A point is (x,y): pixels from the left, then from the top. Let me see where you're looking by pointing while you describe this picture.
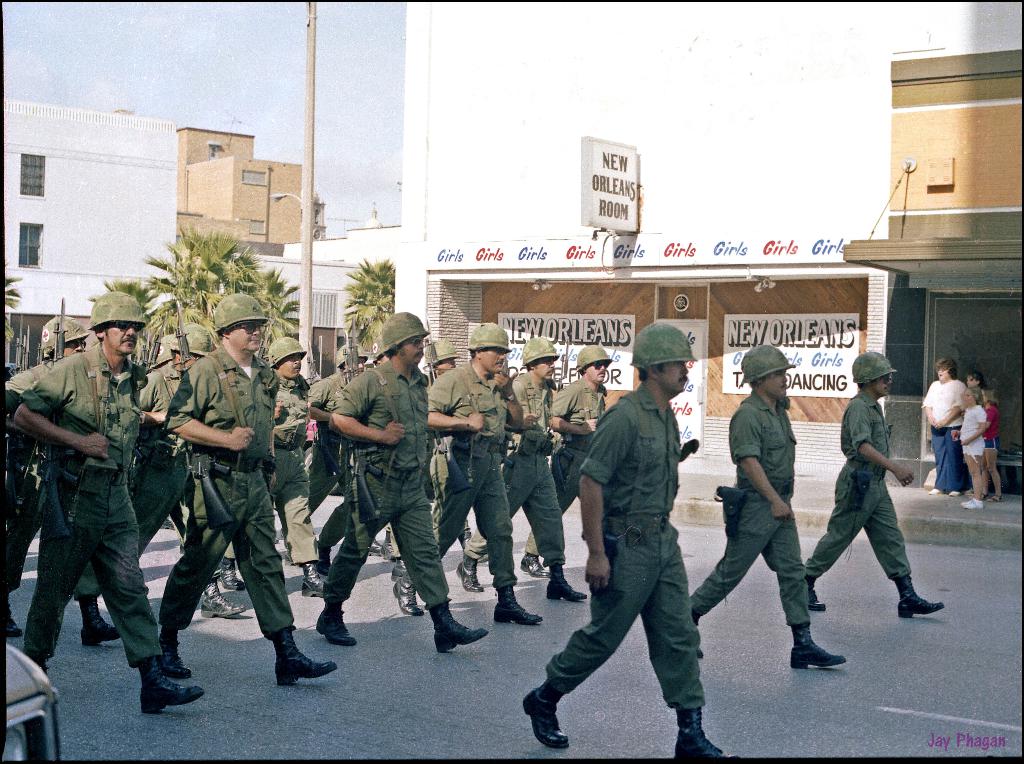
In this image, we can see a group of people (604,590) in a military dress (333,599) are walking on the road (925,738). Right side (985,735) bottom corner, we can see a watermark (978,746). Background (968,317) we can see few buildings (462,287), houses (130,246), trees (352,287), pole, walls (899,301), windows (980,336), posters (572,333) and sky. Right side of the image (953,432), there are few people (957,481) are standing on the walkway (965,496).
